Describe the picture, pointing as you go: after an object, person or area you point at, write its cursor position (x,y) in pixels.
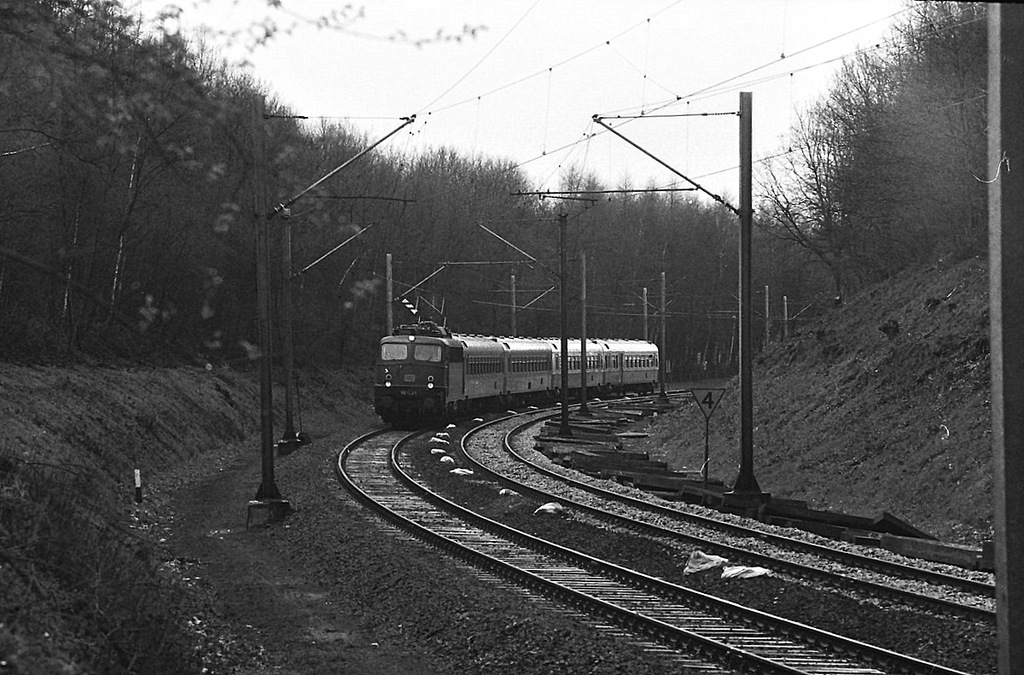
This image is taken outdoors. At the bottom of the image (441,551) there is a ground (178,533) and a railway track (454,522). At the top of the image (538,74) there is a sky (691,54). In the middle of the image (493,384) a train (464,375) is moving on the track (584,564). On the left (119,268) and right sides of the image there are many trees (898,128) and a few poles (996,185) with wires (729,169).
